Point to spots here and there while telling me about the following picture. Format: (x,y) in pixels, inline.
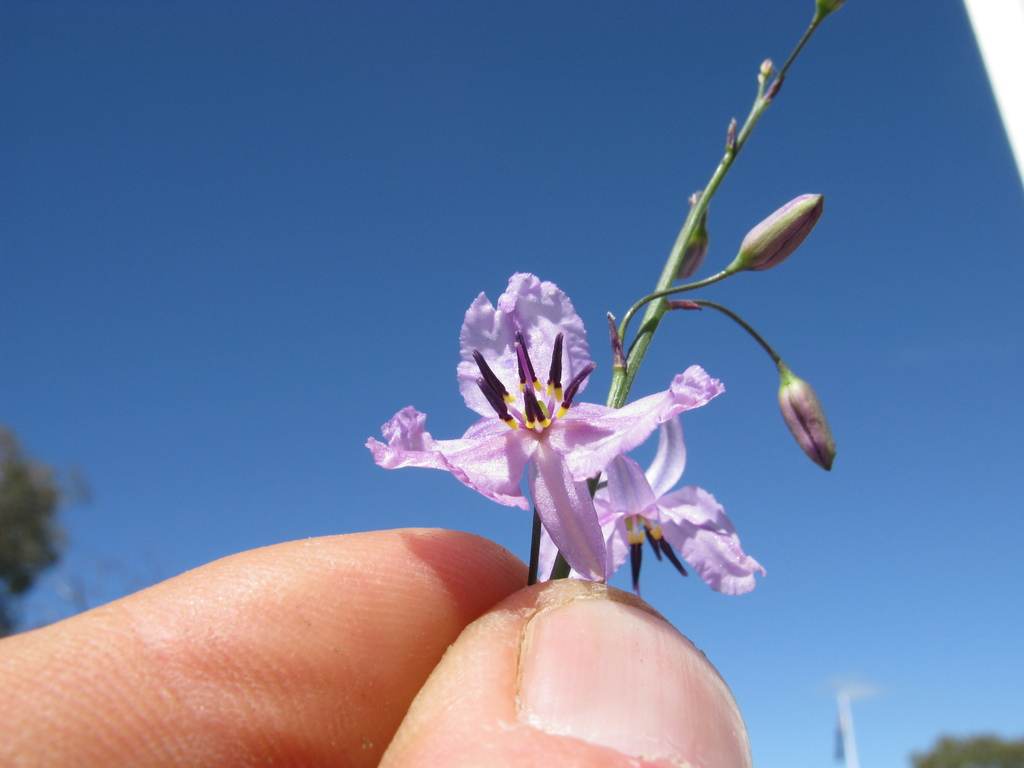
In this image, we can see fingers (387,685) of a person (350,665) holding flowers (550,504) and stem (729,267) with flower buds (814,420). In the background (768,416), there is the sky (773,643) and trees (10,550).
